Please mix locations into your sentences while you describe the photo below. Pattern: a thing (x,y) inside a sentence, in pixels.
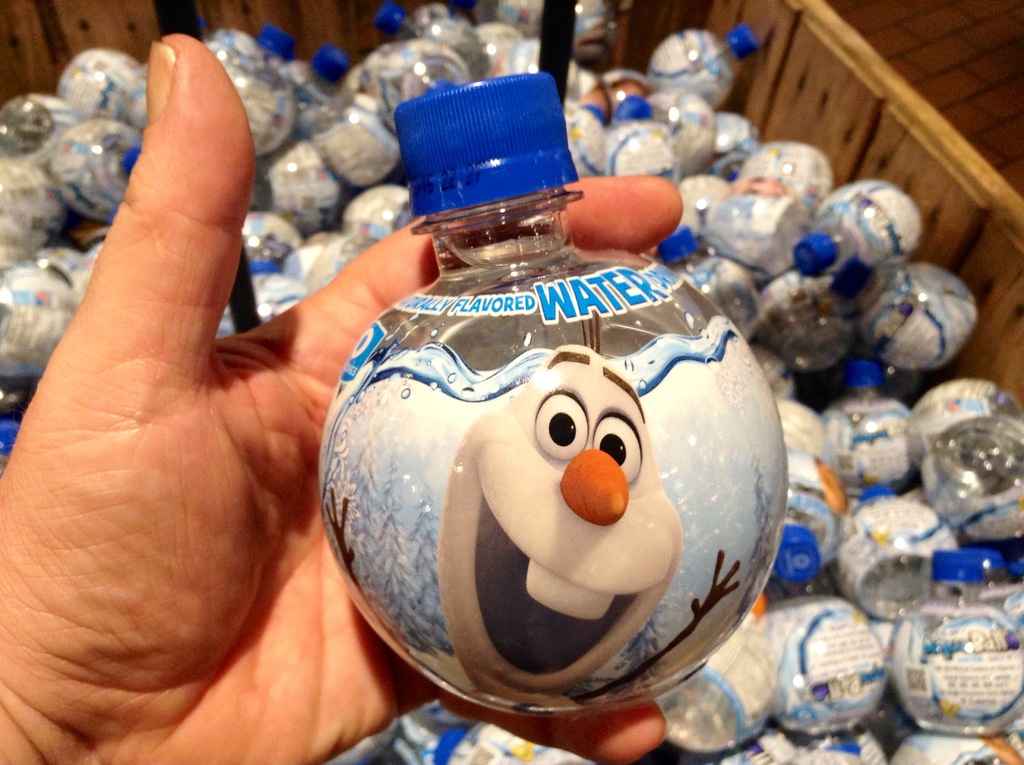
In this image, I can see a person's hand (339,672) holding a water bottle (460,655) with label (466,421) and bottle cap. In the background (390,158), there are many water bottles (831,301) in a wooden object (770,93). At the top right corner of the image (937,82), I can see the floor (980,94).
